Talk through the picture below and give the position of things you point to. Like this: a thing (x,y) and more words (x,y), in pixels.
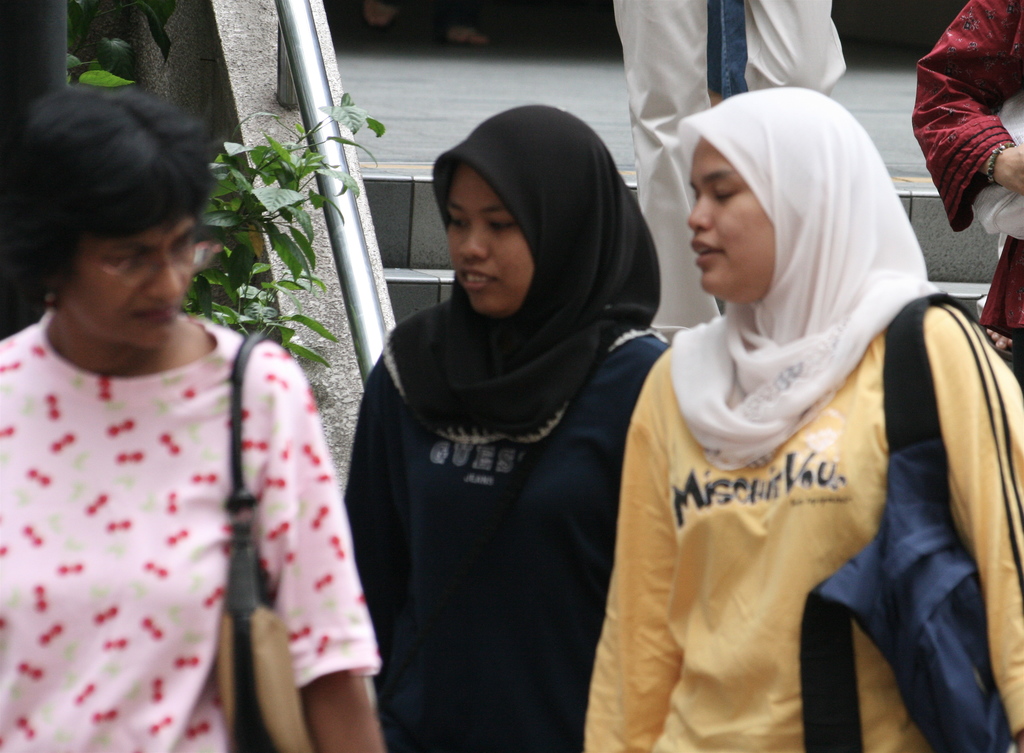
In this image I can see the group of people (474,463) with different color dresses (593,333). I can see two people (740,650) wearing the bags (946,622). In the background (270,193) I can see the plant (273,177) and the railing (334,232).
